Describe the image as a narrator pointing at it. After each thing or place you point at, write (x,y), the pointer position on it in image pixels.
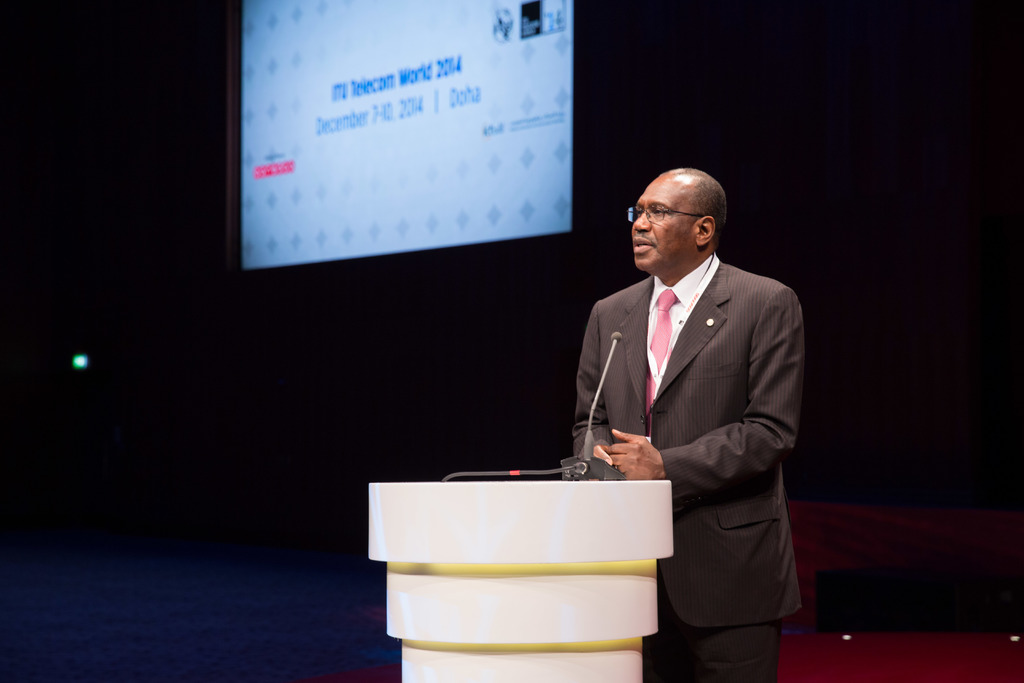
In-front of this man (634,465) there is a podium (600,530) with mic (611,358). Here we can see a screen (419,107).
